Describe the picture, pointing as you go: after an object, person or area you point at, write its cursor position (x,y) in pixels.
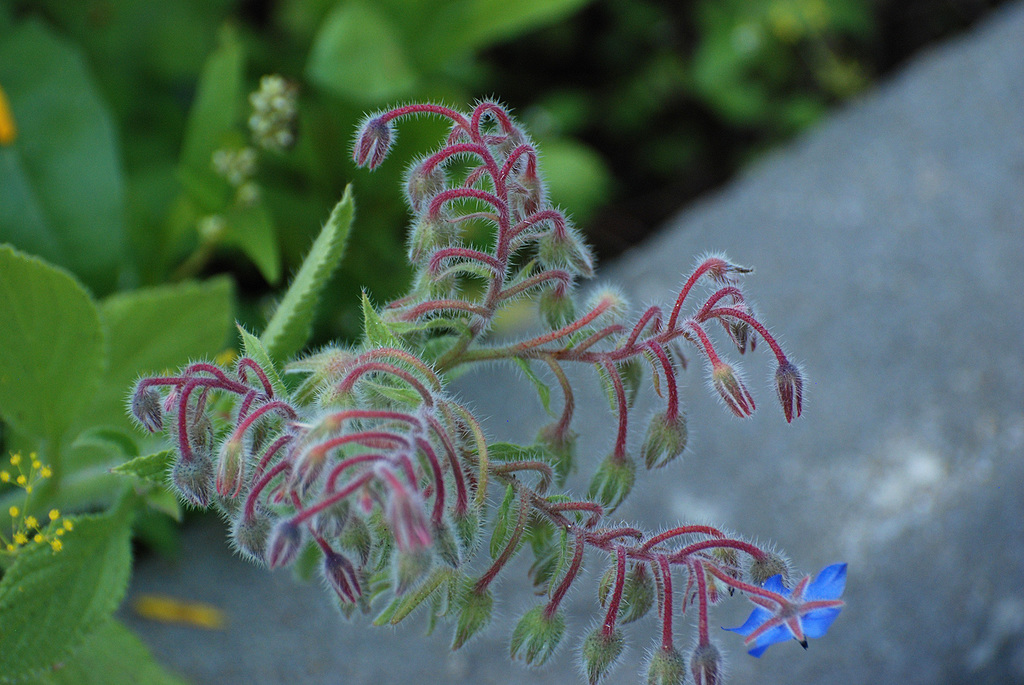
Here in this picture we can see flowers (346,365) present on plants (392,106).
